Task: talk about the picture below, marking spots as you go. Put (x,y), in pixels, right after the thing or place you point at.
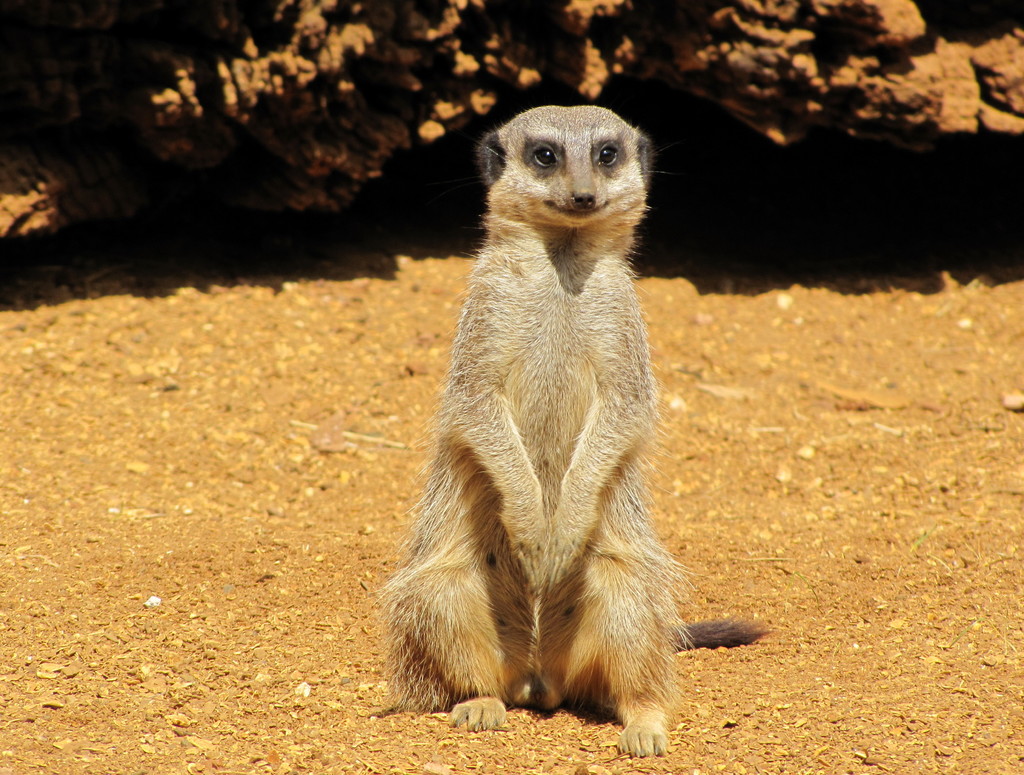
In this image there is an animal (559,450) on the ground (267,478), there is an object (470,65) truncated in the background of the image (462,88).
